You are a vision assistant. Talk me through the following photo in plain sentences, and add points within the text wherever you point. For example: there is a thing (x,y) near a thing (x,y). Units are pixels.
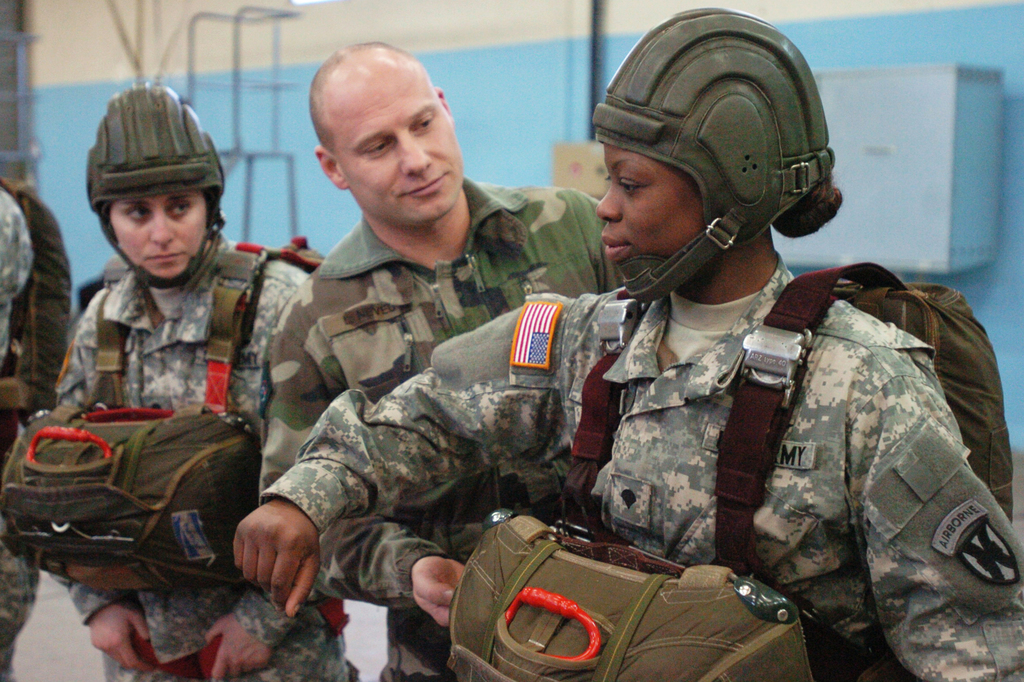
In this image in the foreground (545,332) there are four people (119,354) standing and they are wearing bags (719,568) and helmets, and in the background (219,156) there are some poles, boxes (877,166) and wall (217,91). At the bottom (48,623) there is floor (45,627).
